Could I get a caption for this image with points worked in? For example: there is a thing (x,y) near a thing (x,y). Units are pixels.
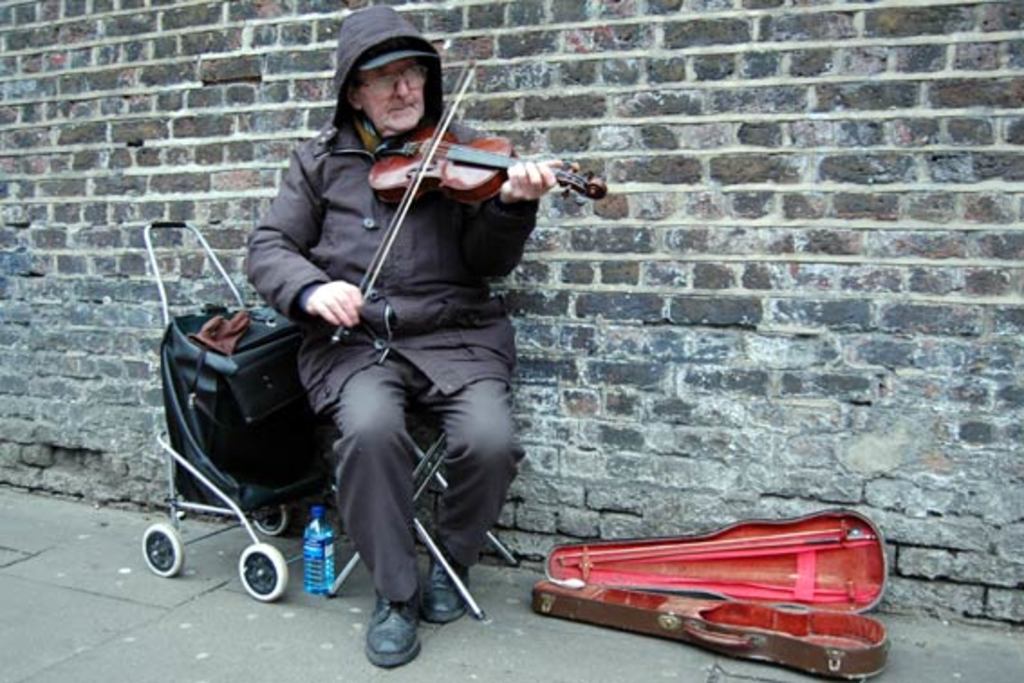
A man (355,338) is sitting on a chair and playing violin (398,200), beside him on the left side (202,384) there is a bag (212,417) on a wheel cart (279,580) and a bottle (323,542) on the ground (133,622) and on the right (710,583) there is a violin bag (697,583) on the ground (685,649) and this is the brick wall (479,114).
